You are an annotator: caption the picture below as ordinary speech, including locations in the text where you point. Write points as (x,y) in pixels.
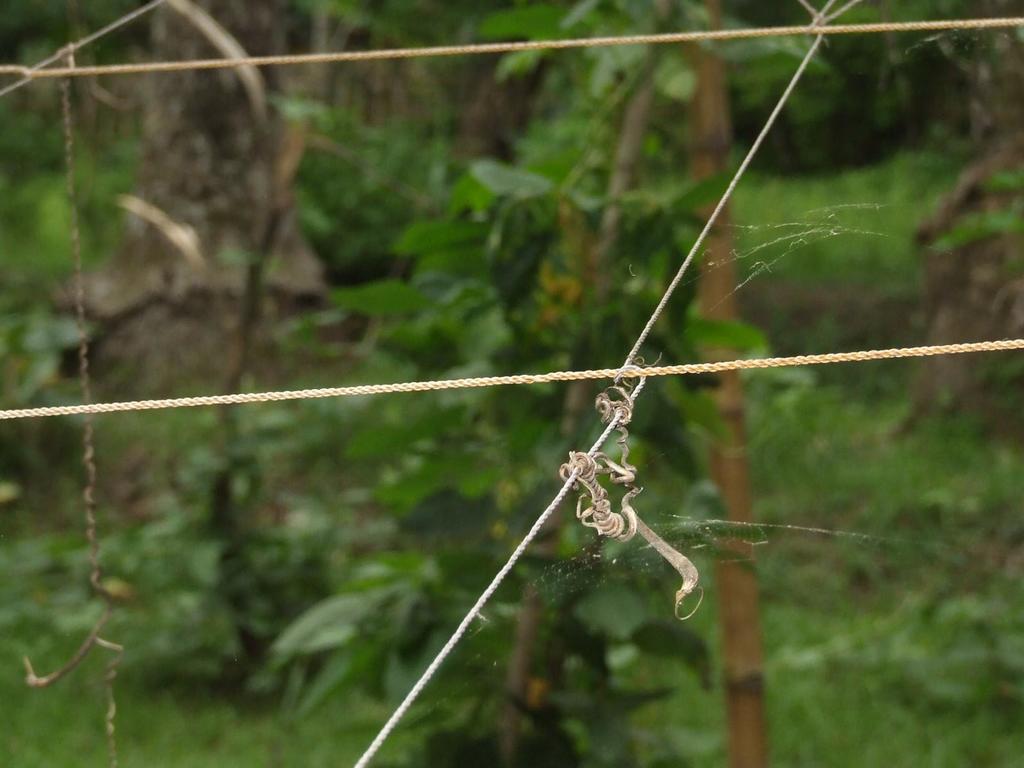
In this image we can see ropes (629,374), creepers (622,463) and spider webs (607,559). In the background of the image (408,340) there are trees (432,302).
